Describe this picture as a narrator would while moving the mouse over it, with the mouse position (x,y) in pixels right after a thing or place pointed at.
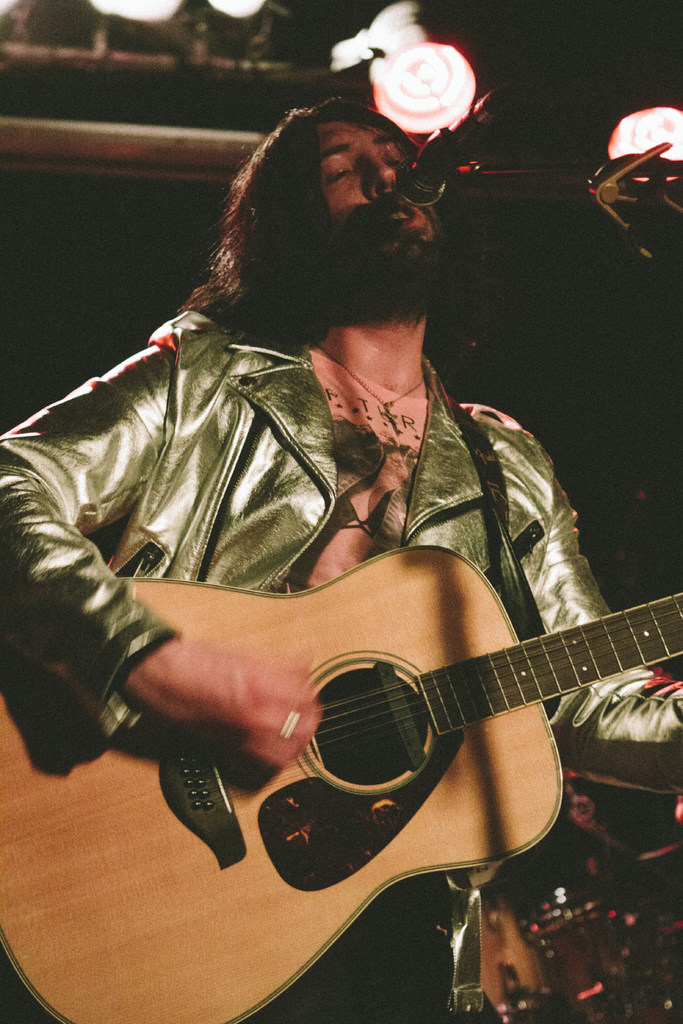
In this image i can see a person (310,263) holding a guitar (99,937) and a microphone (429,155) in front of him.
